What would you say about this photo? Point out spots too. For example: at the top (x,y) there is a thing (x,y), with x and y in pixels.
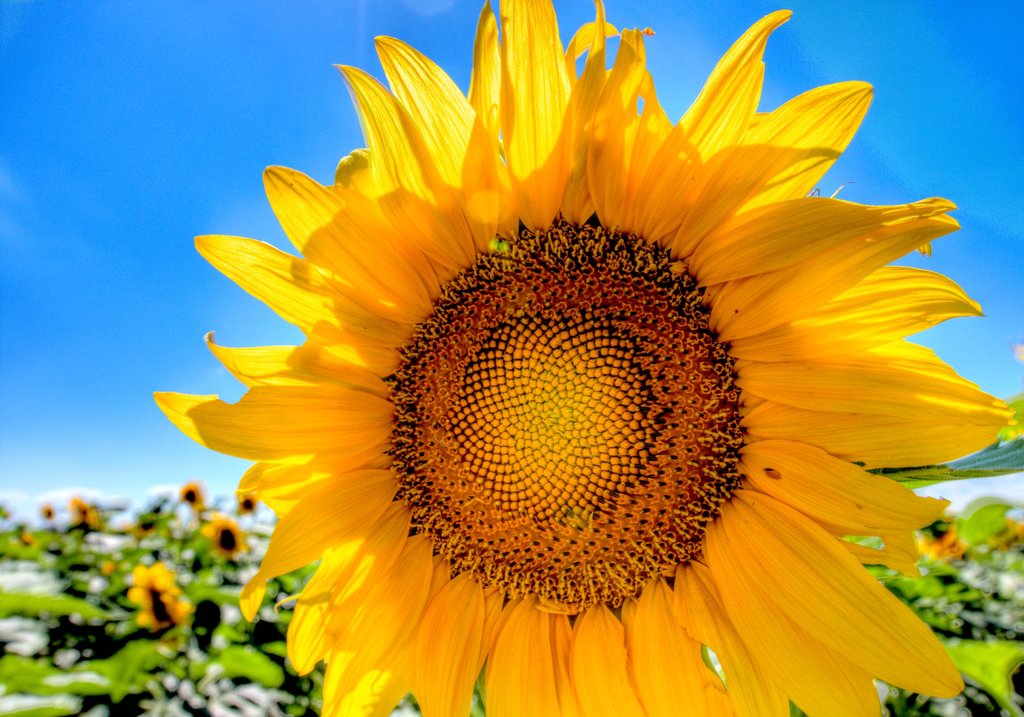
In this image, in the middle (369,402), we can see a sunflower (725,620). In the background (83,628), we can see a plants (173,630) with flower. At the top (925,169), we can see a sky (936,176).
